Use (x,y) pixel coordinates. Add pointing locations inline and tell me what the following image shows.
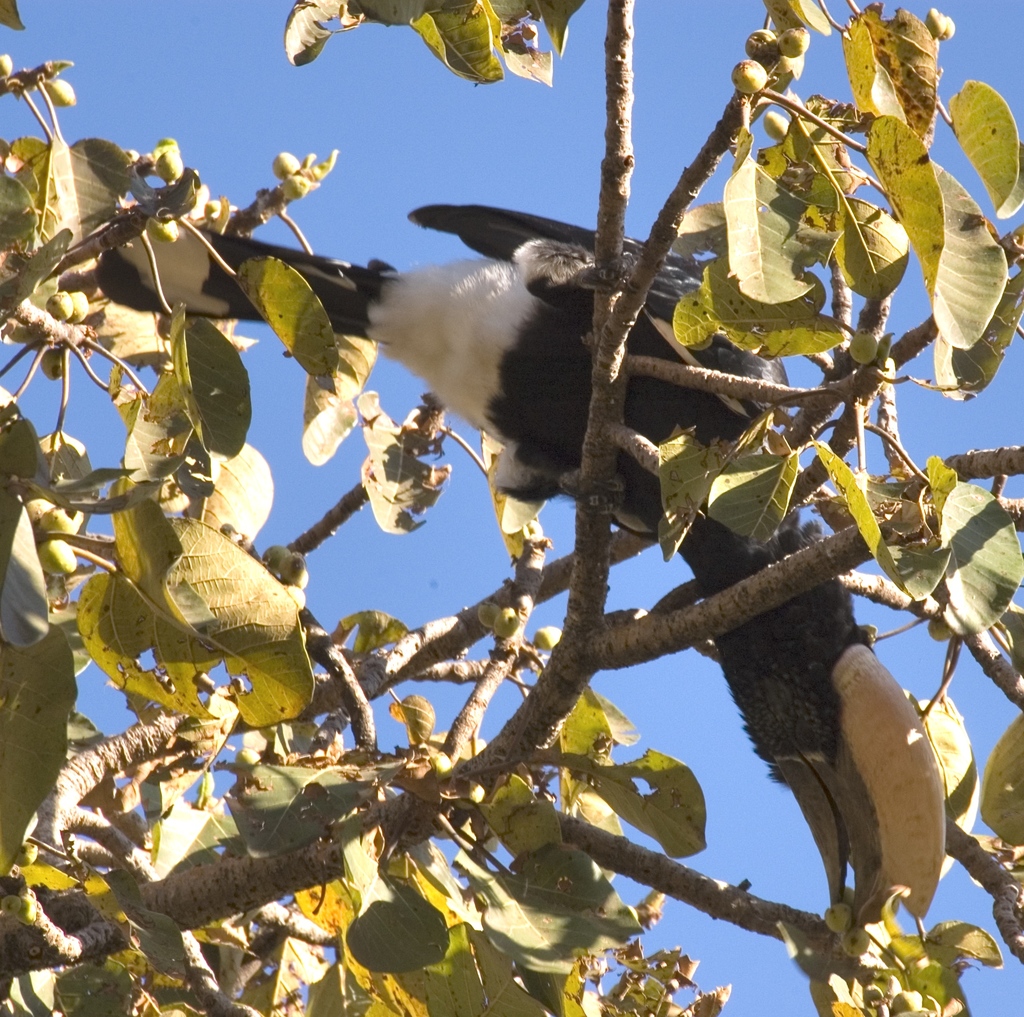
In this image we can see a bird (522,366) and also the tree (377,629). In the background (349,223) we can see the sky (356,212).
